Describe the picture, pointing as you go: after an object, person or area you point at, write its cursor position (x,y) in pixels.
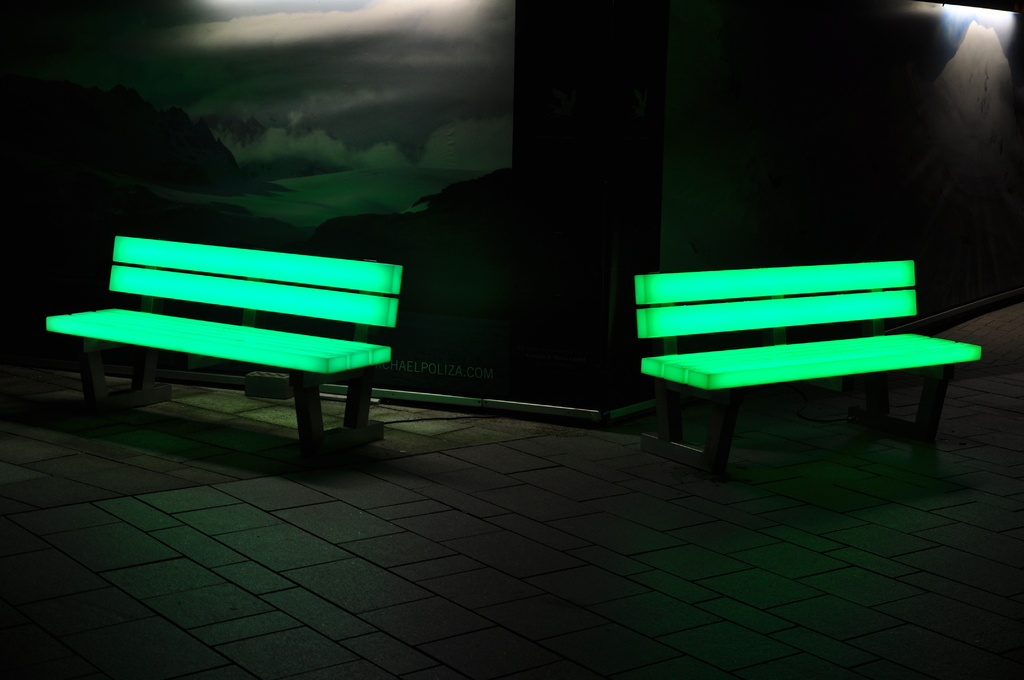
In this image we can see two benches (882,343). There are few posters (466,95) on the walls (822,128). On poster (239,179) we can see few hills (417,231) and a lake (363,194).
